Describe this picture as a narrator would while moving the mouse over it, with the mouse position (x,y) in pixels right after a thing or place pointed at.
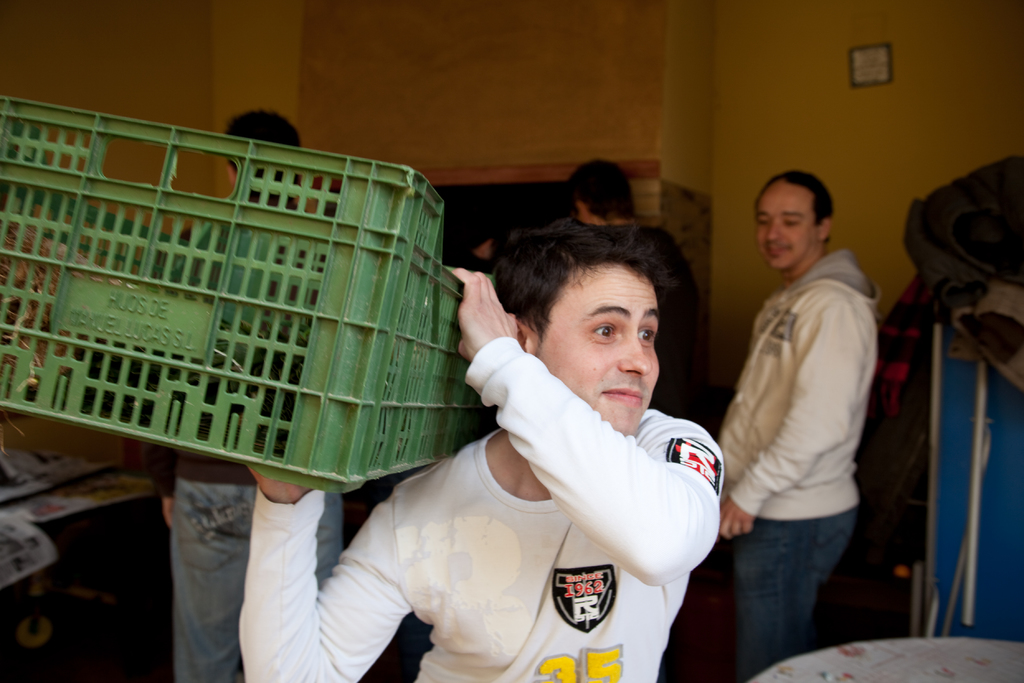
In this picture we can see a man (493,490) carrying a basket (405,319) with his hands (467,340) and smiling and at the back of him we can see some people (678,321), clothes (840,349), papers (15,471) and some objects (857,678) and in the background (640,10) we can see an object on the wall (751,125).
